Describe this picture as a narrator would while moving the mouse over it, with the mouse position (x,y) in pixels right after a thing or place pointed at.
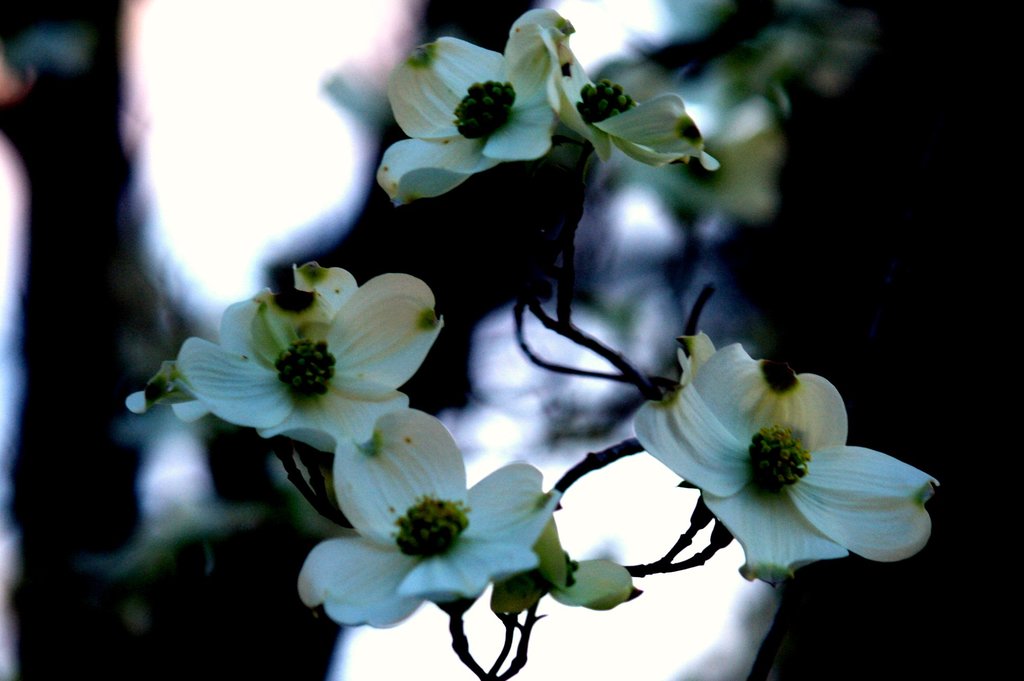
In this image I can see some flowers (471,557) to the stem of a plant (746,368).
